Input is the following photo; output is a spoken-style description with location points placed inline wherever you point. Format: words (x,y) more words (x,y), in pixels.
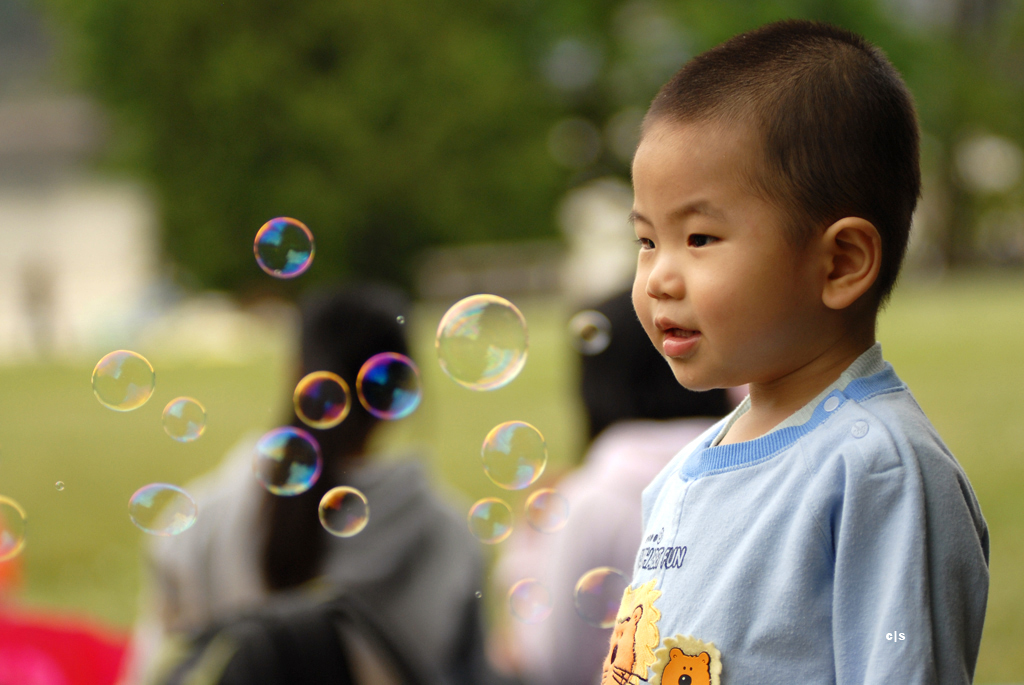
In this image there is a boy (714,304). In front of him there are water bubbles (270,467). Behind him there are two people (637,400). At the bottom of the image (114,490) there is grass (101,478) on the surface (95,447). In the background of the image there are trees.
